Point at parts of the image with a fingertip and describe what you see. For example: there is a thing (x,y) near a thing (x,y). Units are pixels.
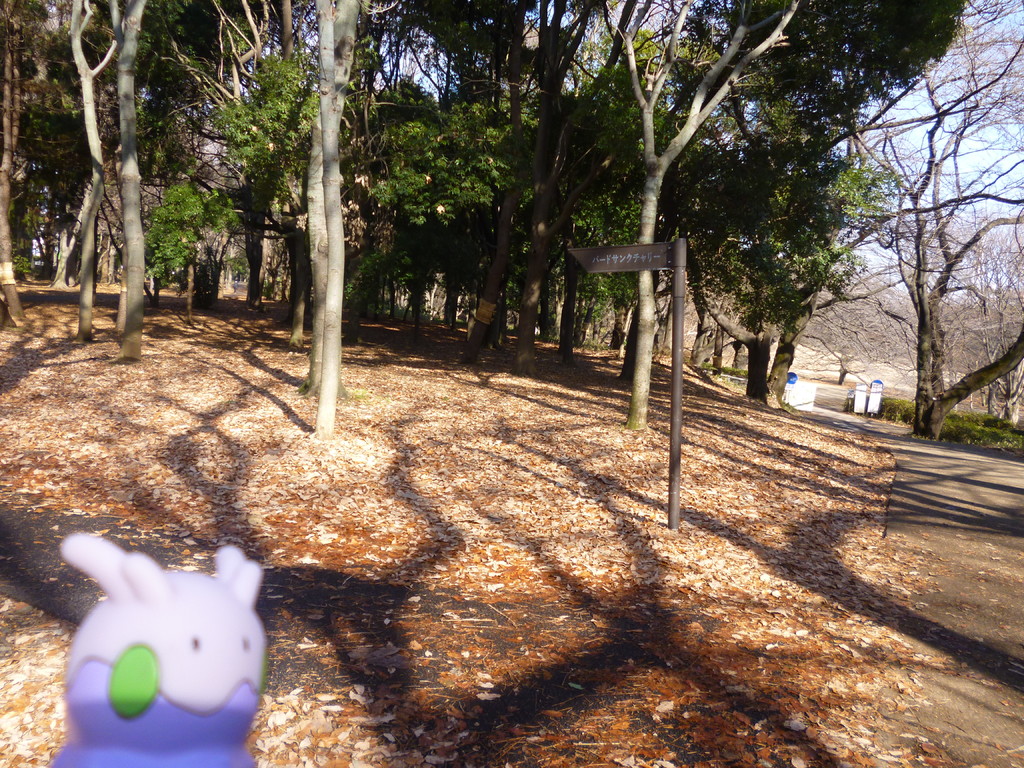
In this image we can see many trees (160,108). Image also consists of trash bins (792,405), rubber toy (202,633) and also a pole (675,359). At the bottom (697,581) we can see the dried leaves (499,688) and also the road (953,572).
